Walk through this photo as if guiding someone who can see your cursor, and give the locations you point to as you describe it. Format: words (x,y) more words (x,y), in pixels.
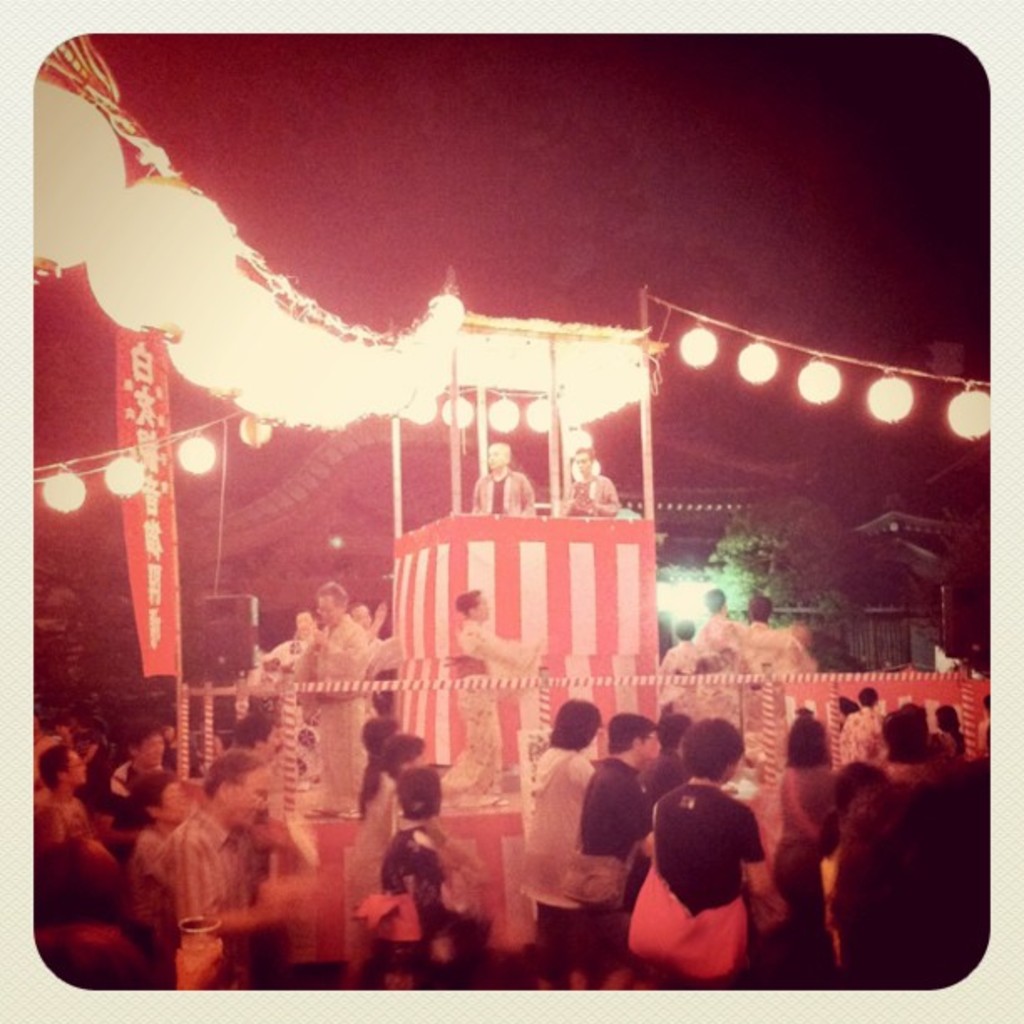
In this picture we can see some people (427,774) are standing, there are some lights (557,361) in the middle (358,401), in the background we can see a tree (778,530), there is a dark background (865,322).
